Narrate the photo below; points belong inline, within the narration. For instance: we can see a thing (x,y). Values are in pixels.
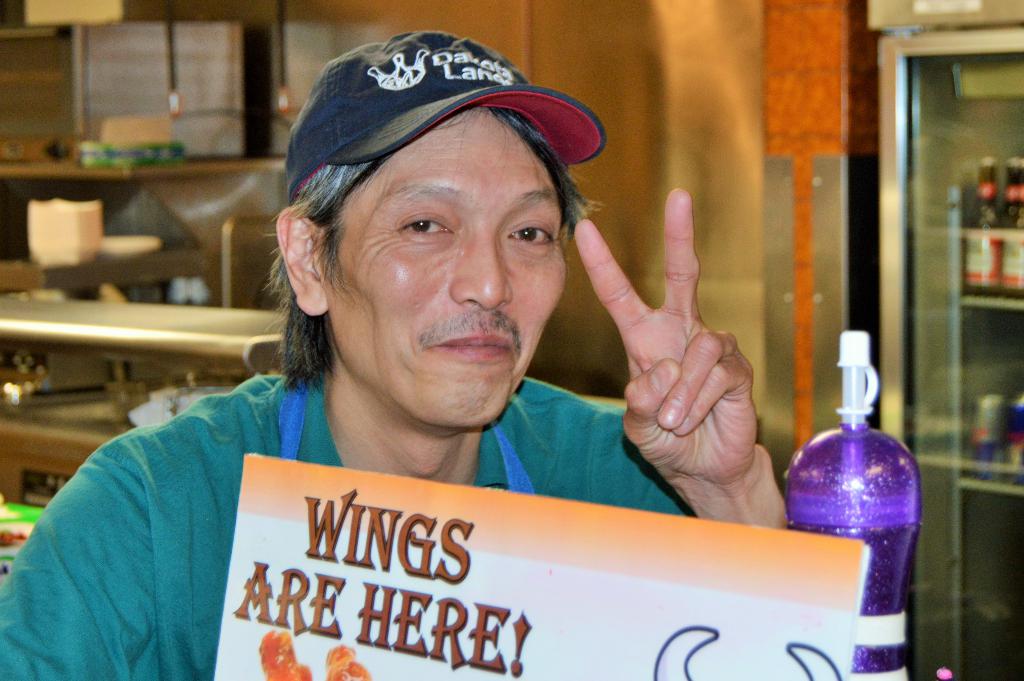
This picture shows a man (537,404) Seated on the chair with a smile on his face (452,347) and he holds a placard (752,544) in his hand (699,339) and we see a bottle (910,490).
